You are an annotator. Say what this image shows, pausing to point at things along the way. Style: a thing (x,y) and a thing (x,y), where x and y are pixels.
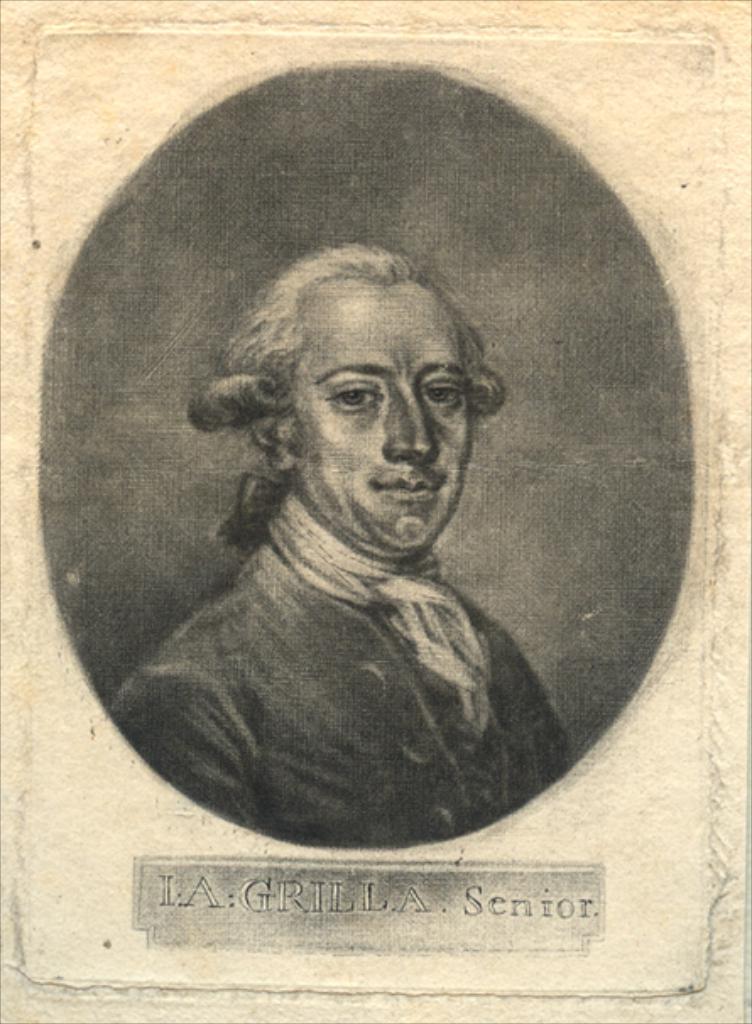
In this image I can see a photo of a man (382,571). This photo is black and white in color. Here I can see something written on it.
